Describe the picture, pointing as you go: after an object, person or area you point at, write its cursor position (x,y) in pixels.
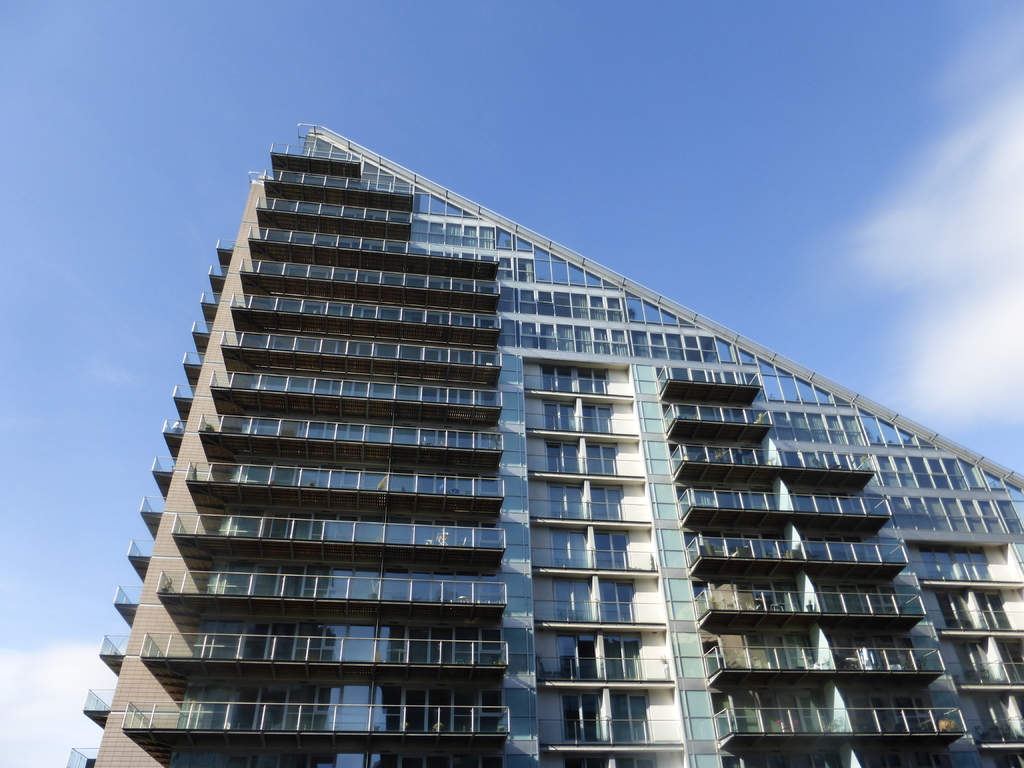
In this image we can a building (511,521), there are some balconies (825,506), windows (602,461), also we can see the sky (569,170).
